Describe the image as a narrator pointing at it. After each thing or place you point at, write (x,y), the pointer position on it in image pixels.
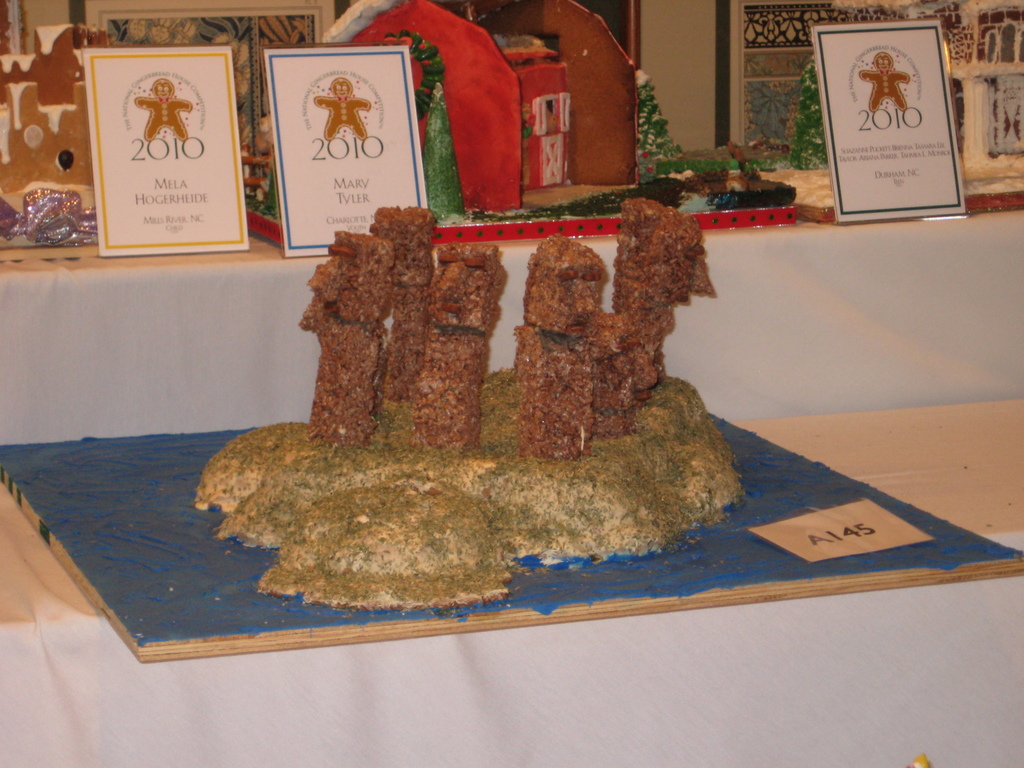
In this image there is a table (992,607), on that table (971,618) there is a wooden plank (145,615), on that there are few items (433,448), in the background (270,243) there is a table (845,251), on that table (828,250) there poster (196,175), on that posters (290,162) there is some text (871,153) and few objects (647,140).
